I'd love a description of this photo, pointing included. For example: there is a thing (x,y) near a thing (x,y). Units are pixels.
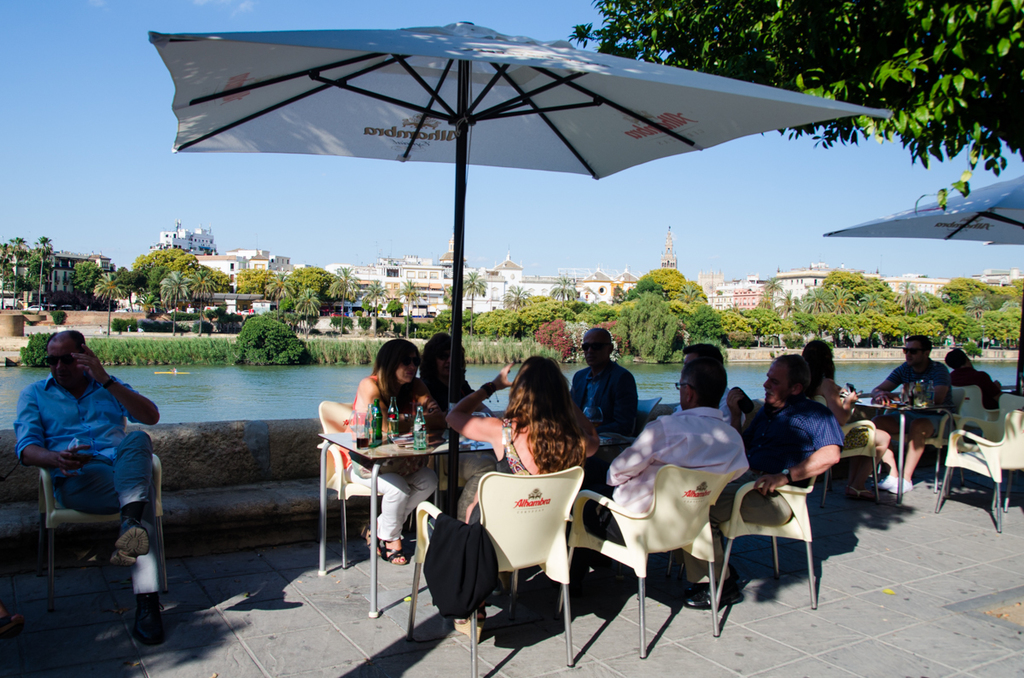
In this picture outside of the city (735,359). They are sitting in a chair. There is a umbrella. We can see in the background (721,336) there is a number of buildings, sky (400,251), tree (721,336).
